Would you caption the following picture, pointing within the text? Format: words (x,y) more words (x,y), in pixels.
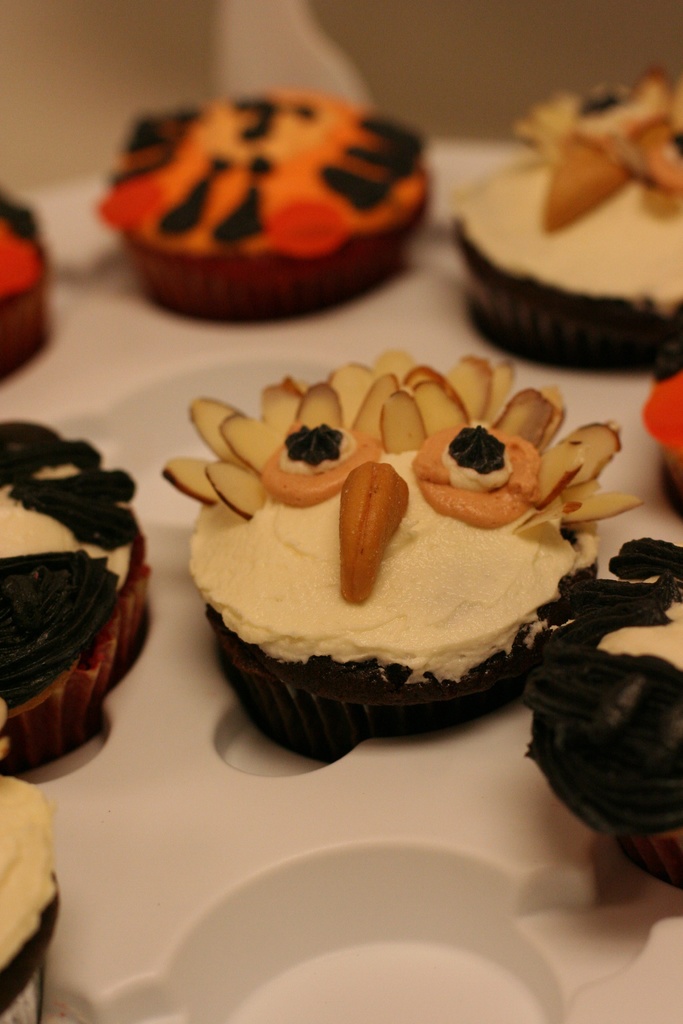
In this image we can see there are some cupcakes (283,538) arranged on a tray (295,908).
